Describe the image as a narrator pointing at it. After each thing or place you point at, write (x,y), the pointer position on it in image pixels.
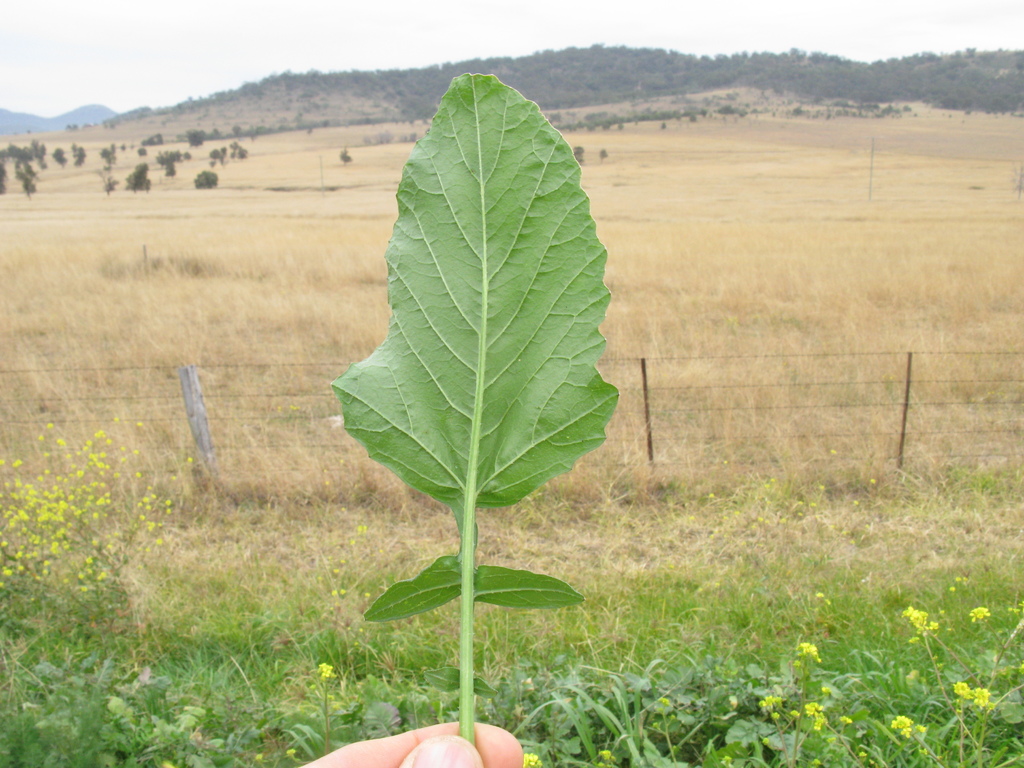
In the image I can see a person hand (521,751) in which there is a leaf (464,686) and also I can see some plants (74,524), grass (211,563) and hills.
